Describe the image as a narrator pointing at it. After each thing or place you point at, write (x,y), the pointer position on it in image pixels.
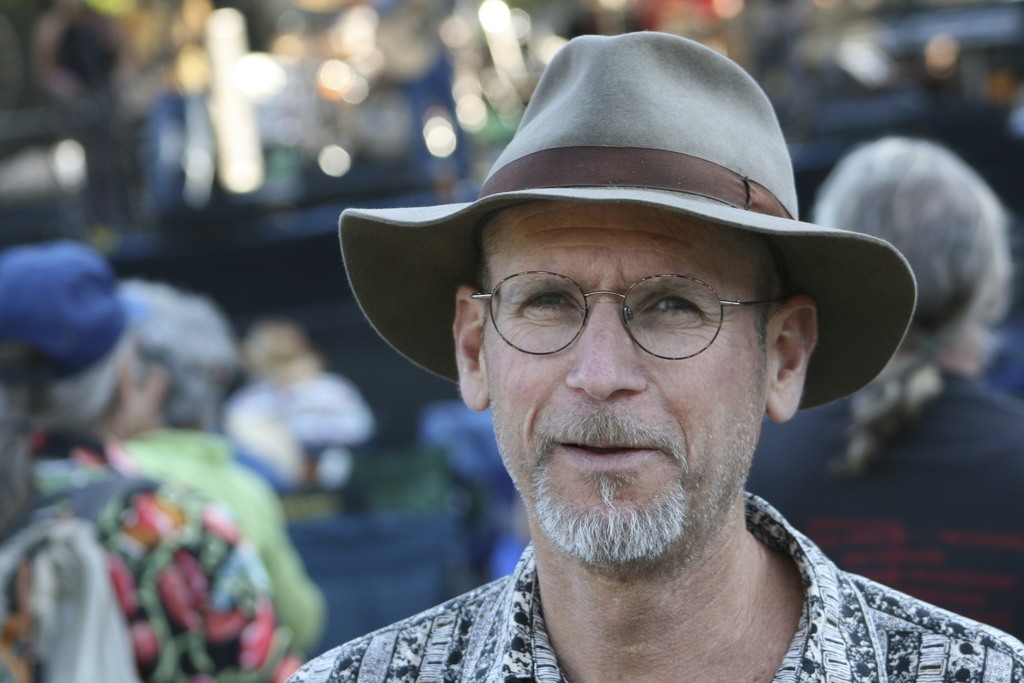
In this picture we can see a person (735,490), he is wearing a hat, spectacles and in the background (193,241) we can see people (248,497) and some objects (221,233) and it is blurry.
